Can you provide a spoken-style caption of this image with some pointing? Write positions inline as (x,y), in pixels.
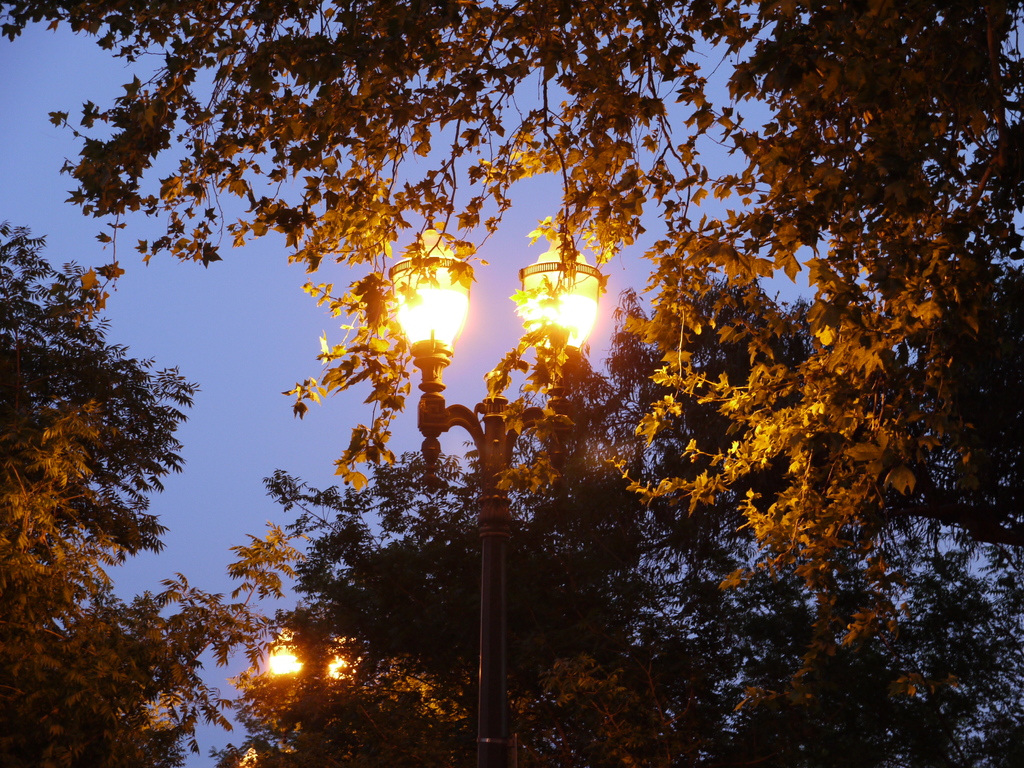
In this image I can see few trees (548,613) which are green and yellow in color, a pole (425,382) and two lights (443,354) to the top of the pole (435,371). In the background (468,368) I can see the sky (213,284).
